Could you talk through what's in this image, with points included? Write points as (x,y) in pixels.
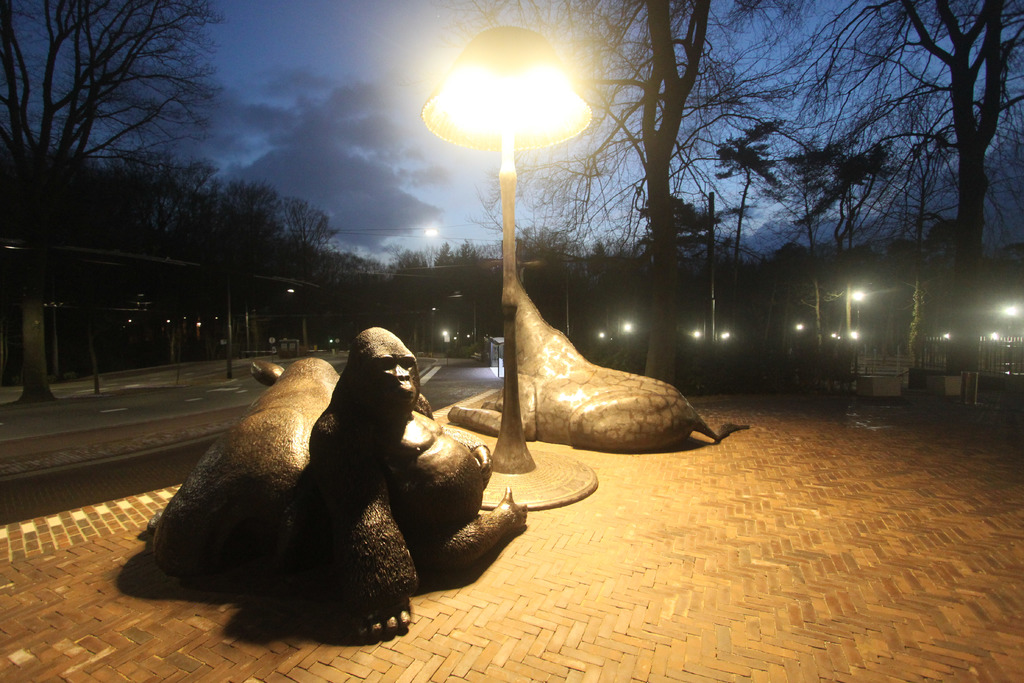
In the picture I can see three statues (405,419) and there is a light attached to a pole (513,390) in between it and there are trees (478,253) and few lights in the background (464,269).
